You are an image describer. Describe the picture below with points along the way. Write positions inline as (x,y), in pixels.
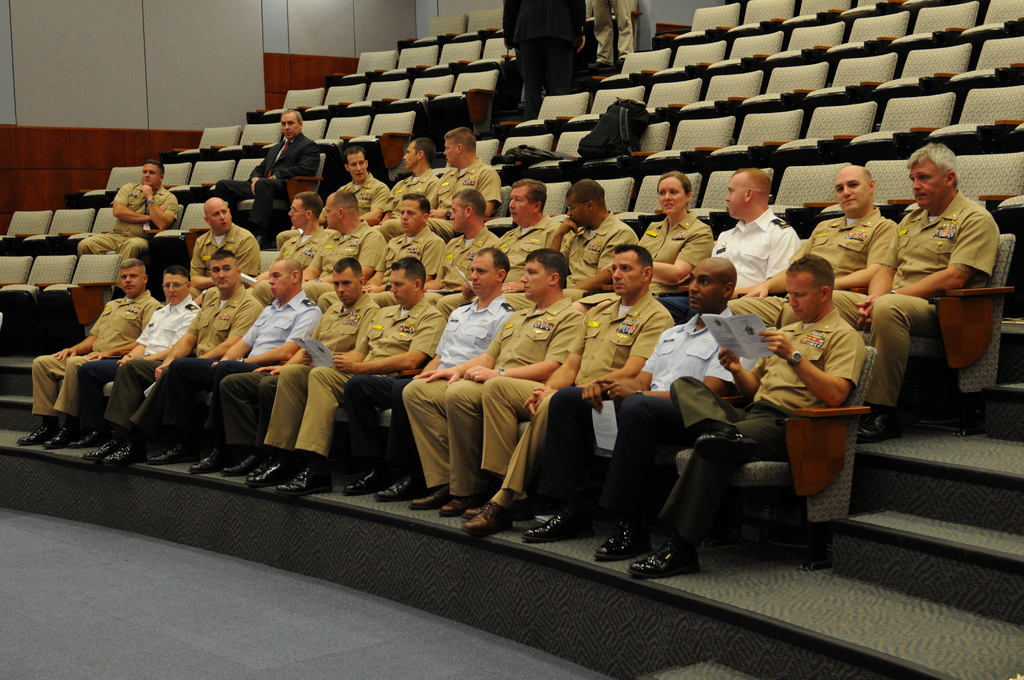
In this picture we can see a few people (671,298) sitting on the chair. There are a few people (838,319) holding books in their hands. We can see the bags (544,157) on the chairs (647,130). There are a few people (519,39) standing on top of the picture (568,43).
